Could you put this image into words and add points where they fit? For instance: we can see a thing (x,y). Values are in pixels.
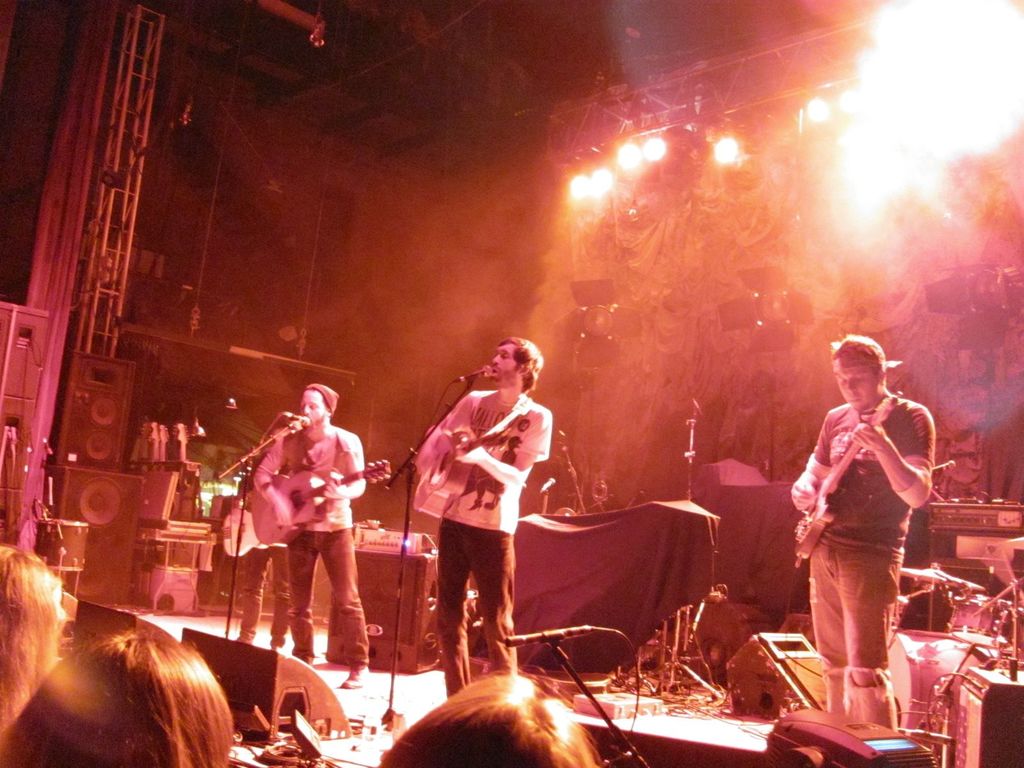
There are musicians (315,444) on the stage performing in this image. In the center (478,475) man (485,490) is holding a guitar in his hand (480,462) in front of the mic (475,370) and singing. At the left (323,503) man (338,496) is holding a guitar (322,503) in his hand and standing is singing in front of the mic (298,425). At the right side (862,483) man (862,483) is holding a guitar (814,531) in his hand (859,433) wearing a hat (860,358). In the background (705,282) there are lights (623,152), curtains (706,289), smoke (890,193), speakers (415,587). In the front (76,643) crowd (94,709) is enjoying this concert.
